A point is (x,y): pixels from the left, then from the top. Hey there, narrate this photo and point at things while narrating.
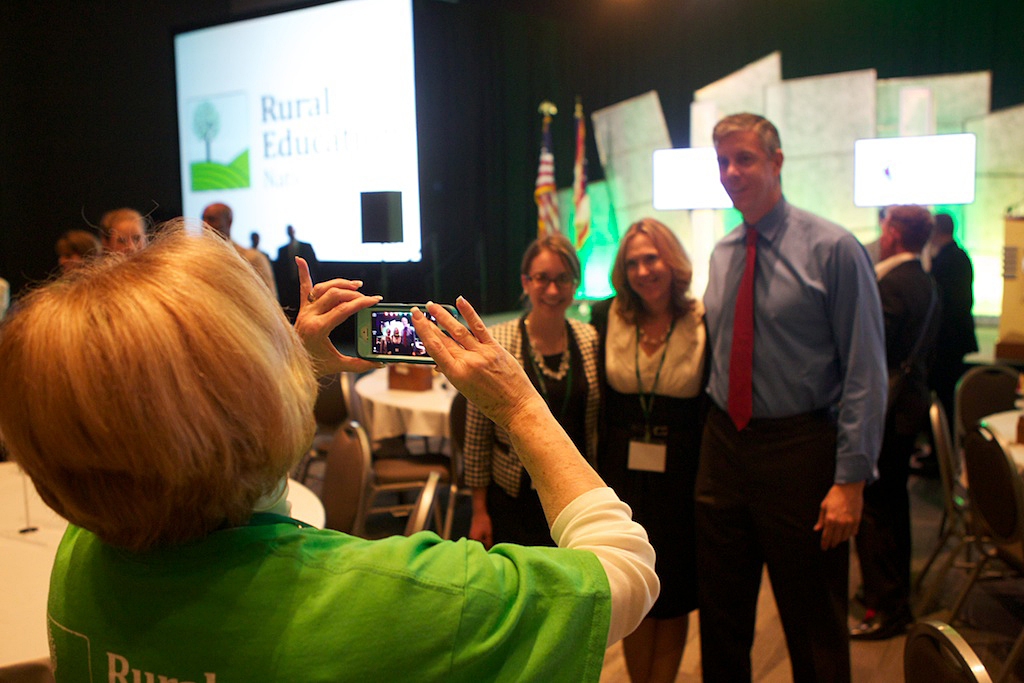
In this image we can see a woman (360,583) holding the mobile phone (381,327) and capturing the photograph of two women (627,285) and a man (710,299) and these three people (715,443) are standing on the floor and smiling. In the background (292,66) we can see the screen (278,69) for displaying. We can also see the small screens (870,171), flags (554,212), podium (1007,323) and also the banners (856,92). We can also see the tables (414,408) with chairs (463,400). On the left (115,225) we can see a few people (223,208) in the background (121,242).
